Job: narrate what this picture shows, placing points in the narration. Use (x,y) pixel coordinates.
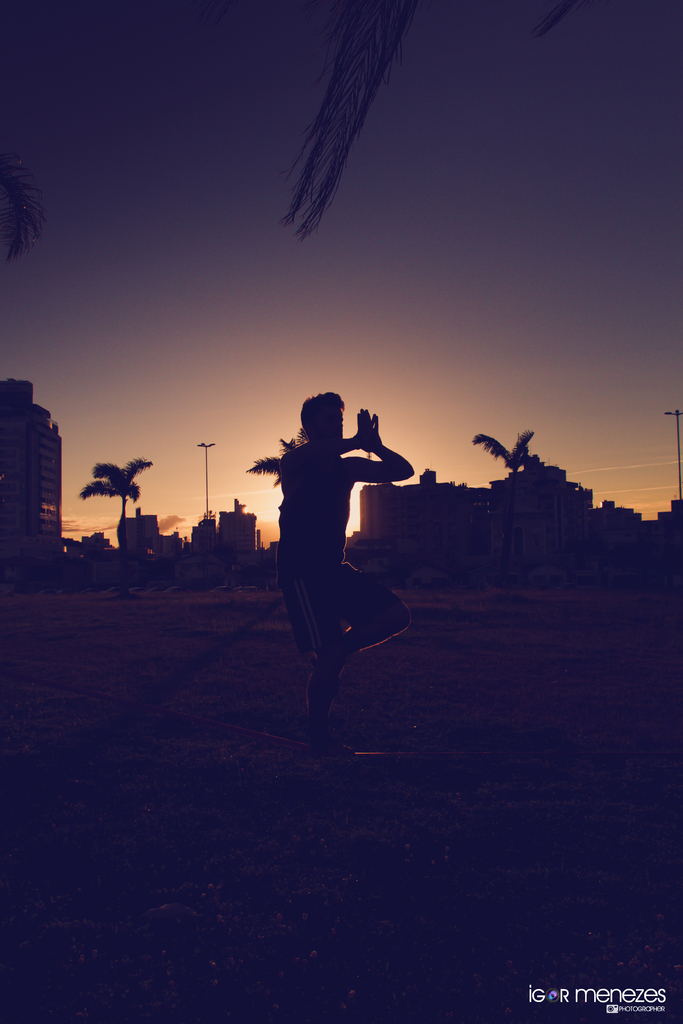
This is an image clicked in the dark. In the middle of the image (330,566) there is a person (344,571) doing some exercise. At the bottom (305,869), I can see the ground (303,857). In the background (240,543) there are buildings (133,520) and trees (119,470). At the top of the image (430,213) I can see the sky (478,237). In the bottom right-hand corner (597,998) there is some text (605,993).
